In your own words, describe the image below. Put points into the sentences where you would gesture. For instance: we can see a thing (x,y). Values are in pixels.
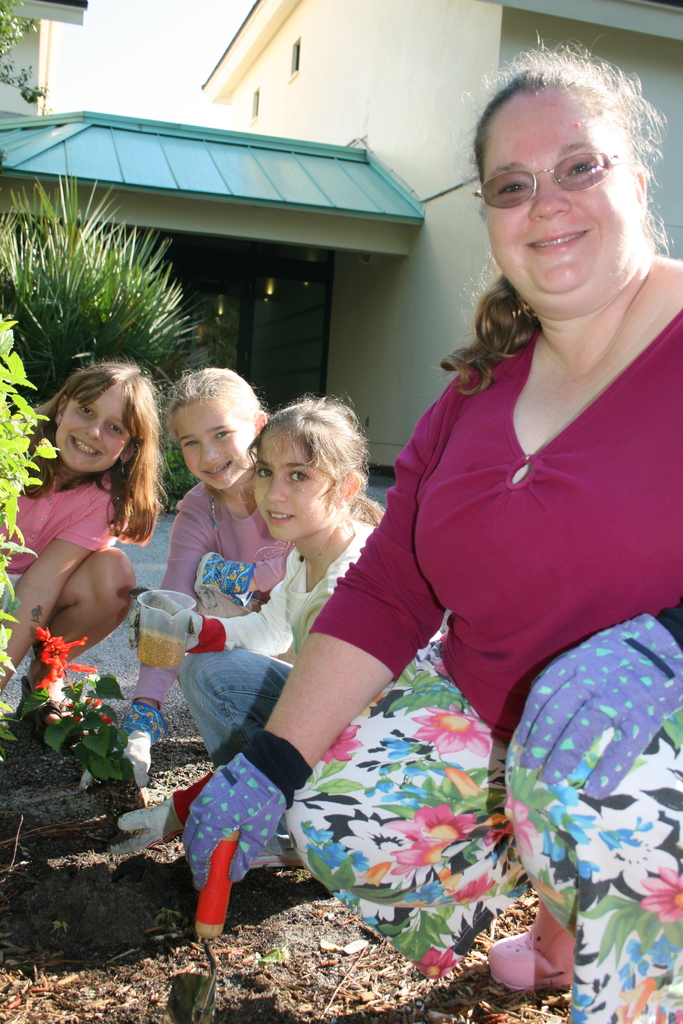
In this picture I can observe a woman (522,499) wearing red color dress (522,499) and spectacles (571,174) on the right side (567,543). She is smiling. In the middle of the picture (278,515) I can observe three girls (201,422). In the background (266,216) I can observe a house (340,168).
